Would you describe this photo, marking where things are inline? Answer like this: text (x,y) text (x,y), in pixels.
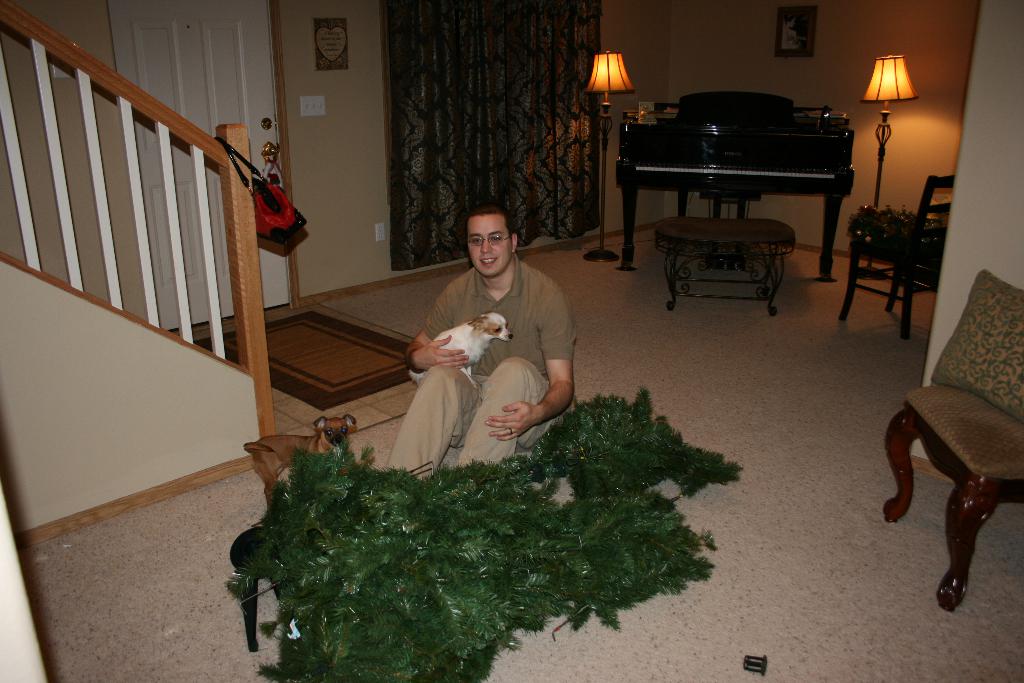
This picture shows a man (496,387) sitting in the room (466,354) holding a dog (451,347) in his hands (436,351). Beside him there is another dog (288,435). In front of him there are some plants (480,535) here. In the right side (939,463), there is a chair (940,404) and in the background (762,190) there is a piano (707,126) and two lamps (906,86). We can observe a photograph (782,38) attached to the wall (725,33) and a curtain (524,53) here. In the left side (138,197) there is a railing (108,216).
